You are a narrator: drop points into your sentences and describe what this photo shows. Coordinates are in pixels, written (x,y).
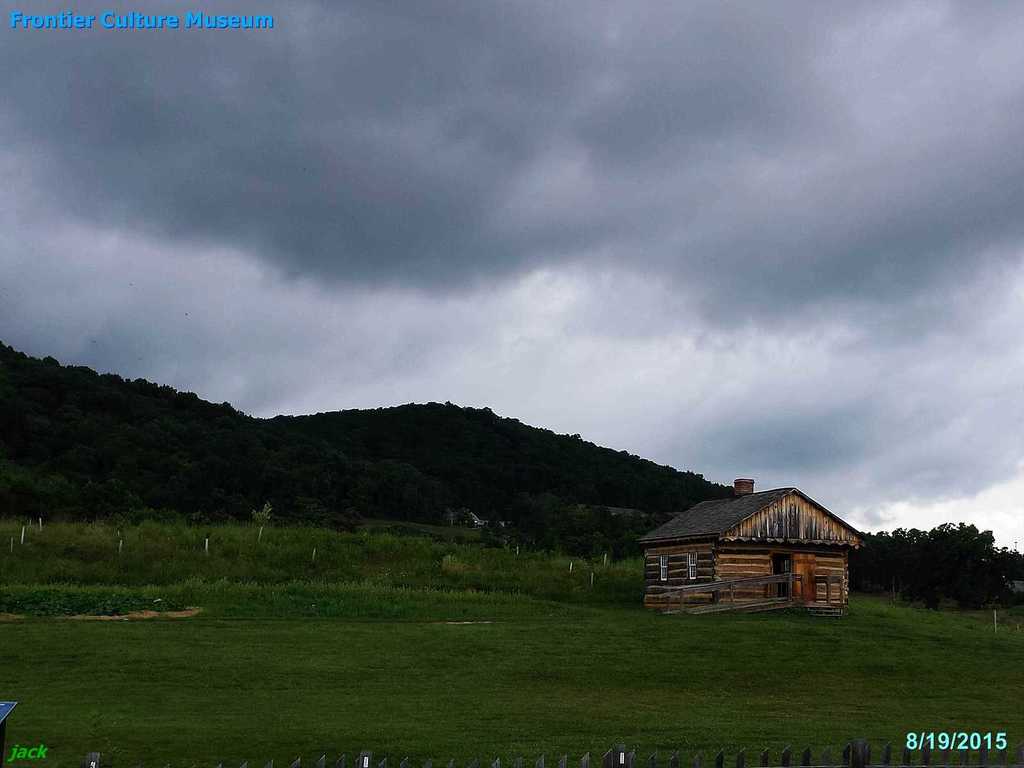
On the right side of the image (768,566) there is a shed (768,566). At the bottom (195,695) there is a fence (852,752) and grass (292,661). In the background (435,464) there are hills (328,457) and sky (519,269).
